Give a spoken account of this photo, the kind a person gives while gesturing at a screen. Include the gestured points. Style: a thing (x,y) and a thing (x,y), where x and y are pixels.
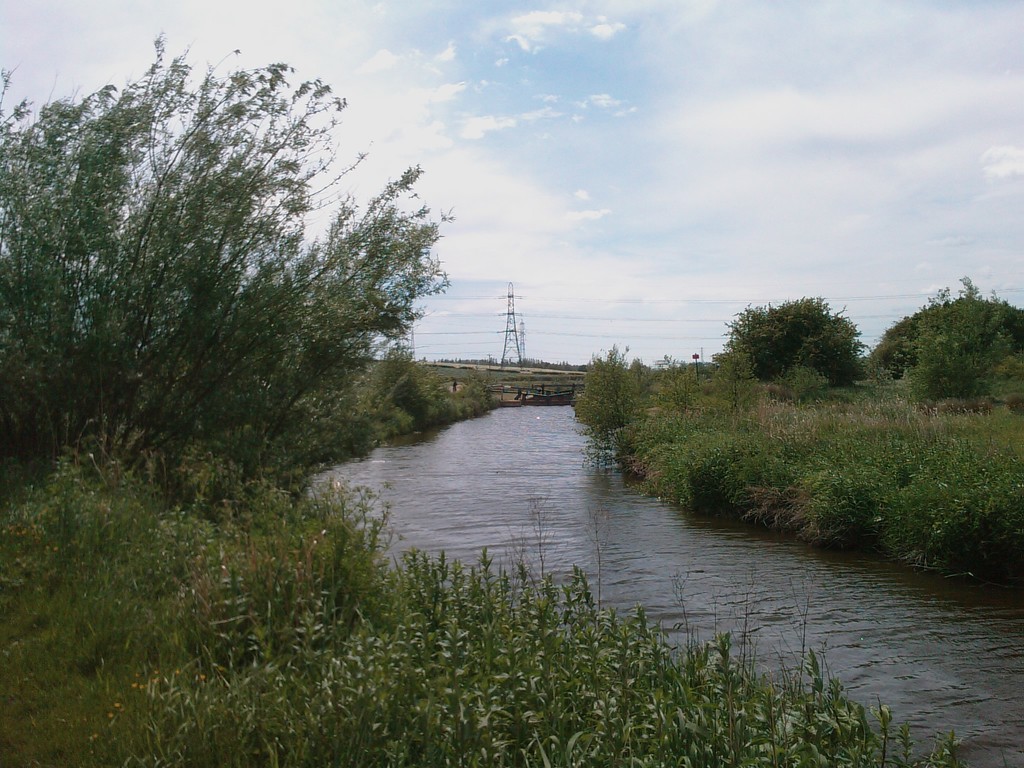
In this image, we can see plants (368,640), grass (31,757), water (452,551) and trees (77,434). Background (517,343) we can see transmission towers (515,360), wires (477,332) and sky (560,103).
